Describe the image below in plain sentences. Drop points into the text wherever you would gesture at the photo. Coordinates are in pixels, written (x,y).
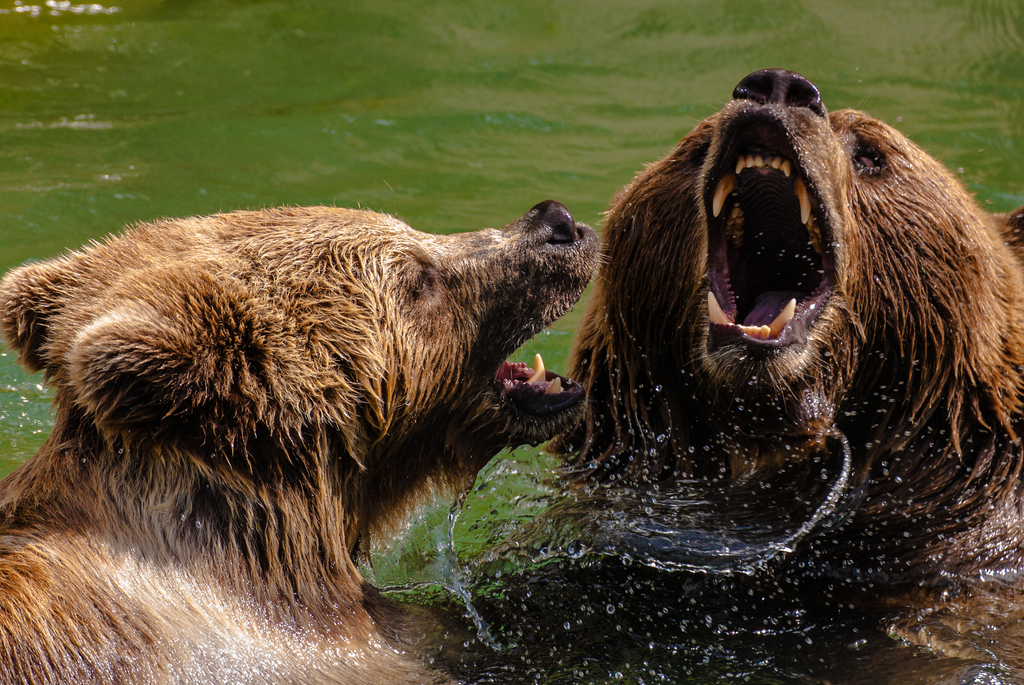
Here we can see two animals (576,381) and this is water (539,78).
